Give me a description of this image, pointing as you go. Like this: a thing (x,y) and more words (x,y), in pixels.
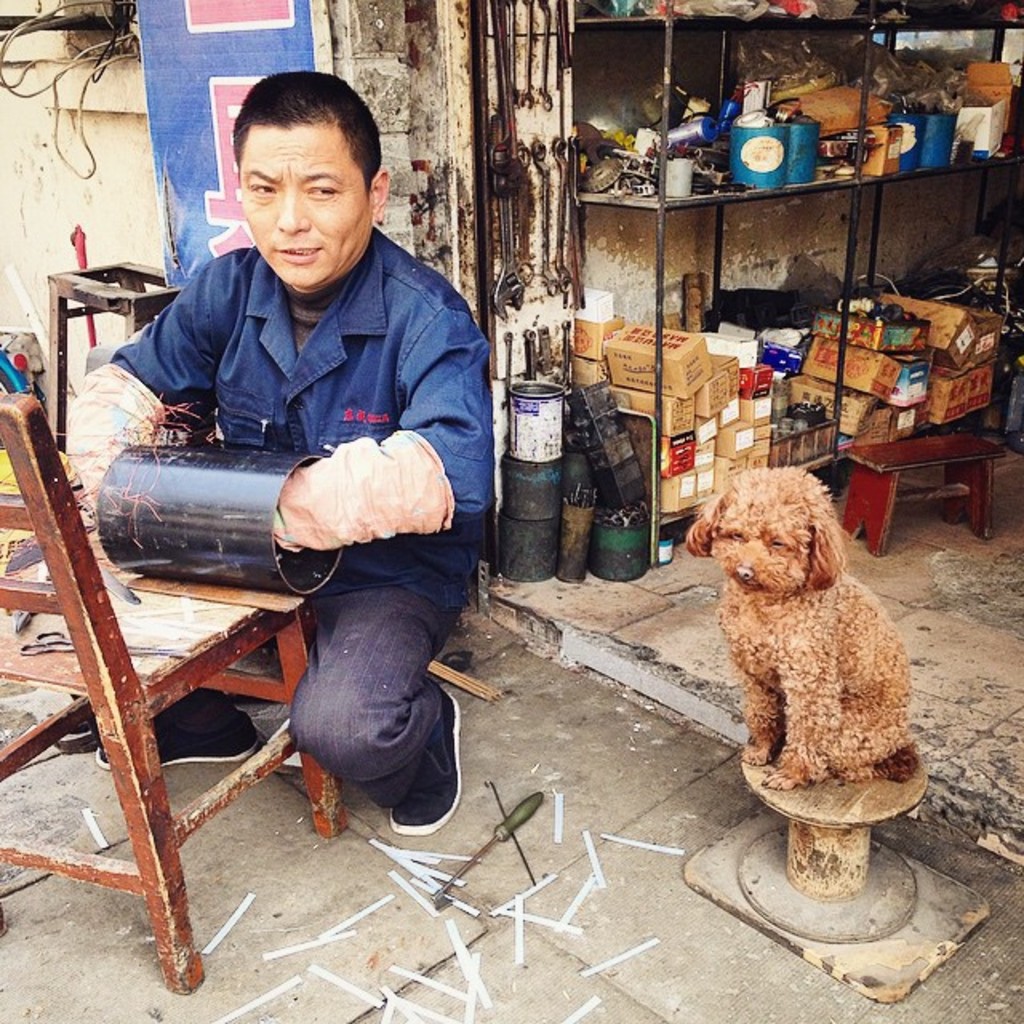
Here we can see a person (311,220) sitting and holding some object (272,506) in his hands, and here is the chair (102,596), and at side here is the dog (742,638), and at back (883,306) here are some objects (865,312).
